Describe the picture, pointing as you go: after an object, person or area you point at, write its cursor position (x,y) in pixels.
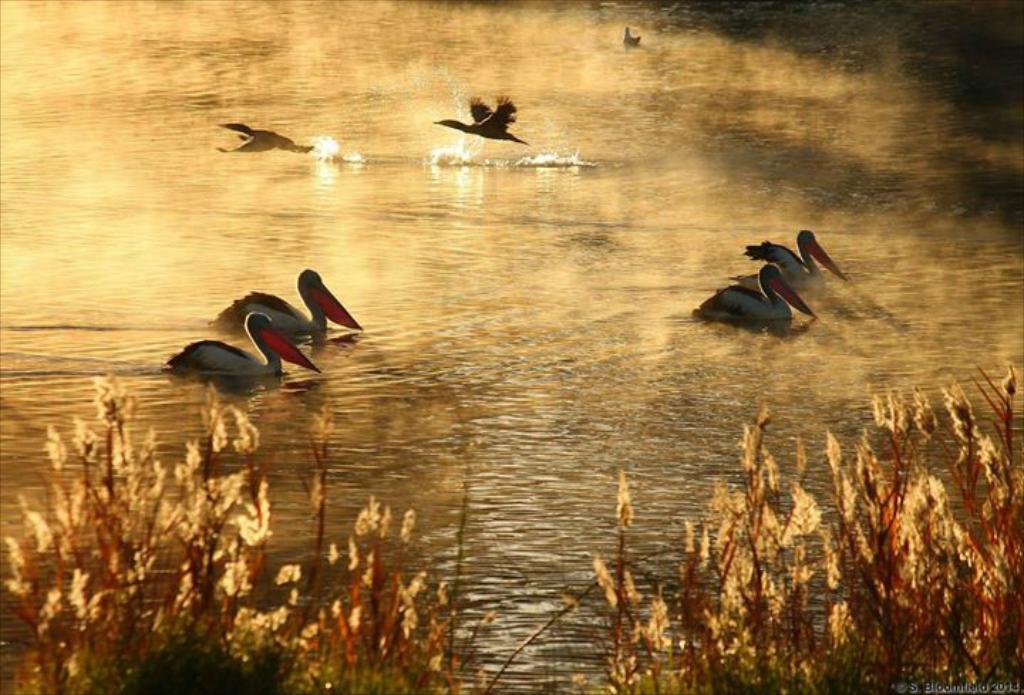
It looks like an edited image. We can see pelican birds (265,321) in the water (439,322) and two birds (477,119) are flying. On the left (246,583) and right side of the image (787,618) there are plants (215,605). On the image, there is a watermark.
